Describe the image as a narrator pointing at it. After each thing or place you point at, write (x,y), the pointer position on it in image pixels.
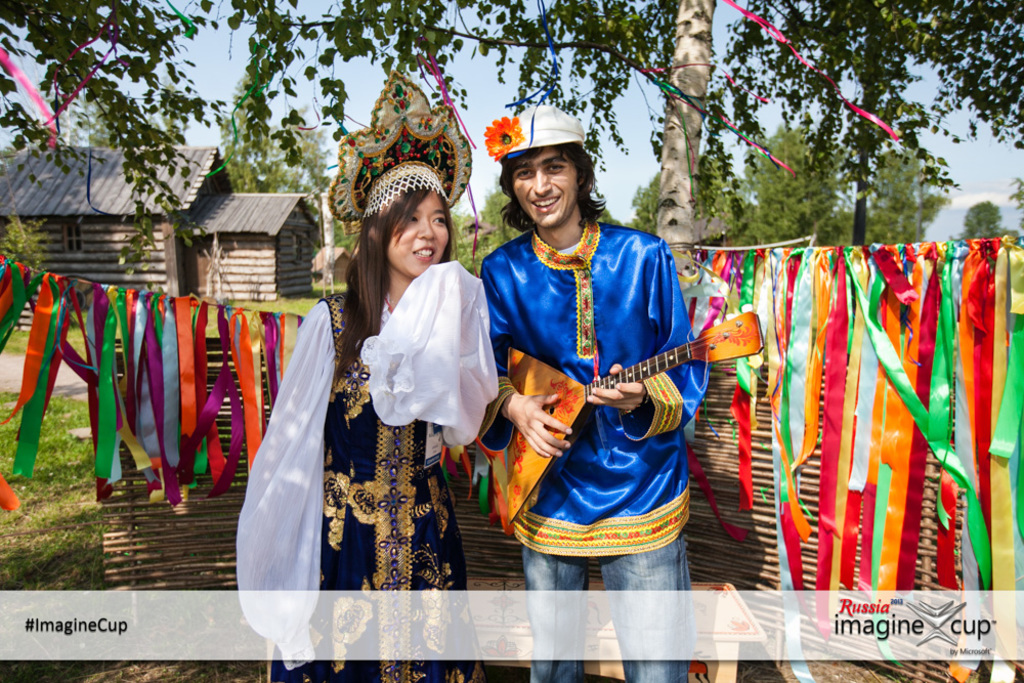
in this image there are two persons (451,191) one is woman (449,498) and another one is man (628,511) they are standing on the floor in the middle (497,453) and behind the persons (310,452) some ribbons (750,441) are hanging and on the left side (186,269) small houses (117,220) like huts (145,202) and behind the persons (381,475) and the background (835,188) is greenery (785,199).
